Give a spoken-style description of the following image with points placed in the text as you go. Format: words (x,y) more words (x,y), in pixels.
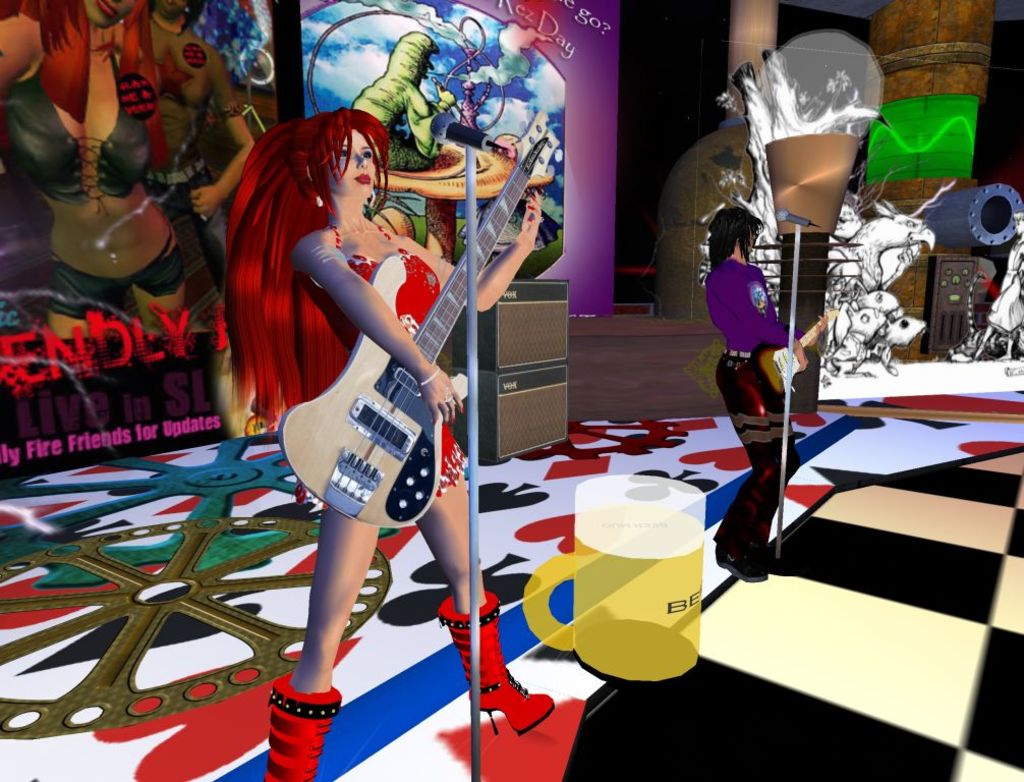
In this picture we can see a cartoon image. This woman (400,322) playing guitar (394,400).
